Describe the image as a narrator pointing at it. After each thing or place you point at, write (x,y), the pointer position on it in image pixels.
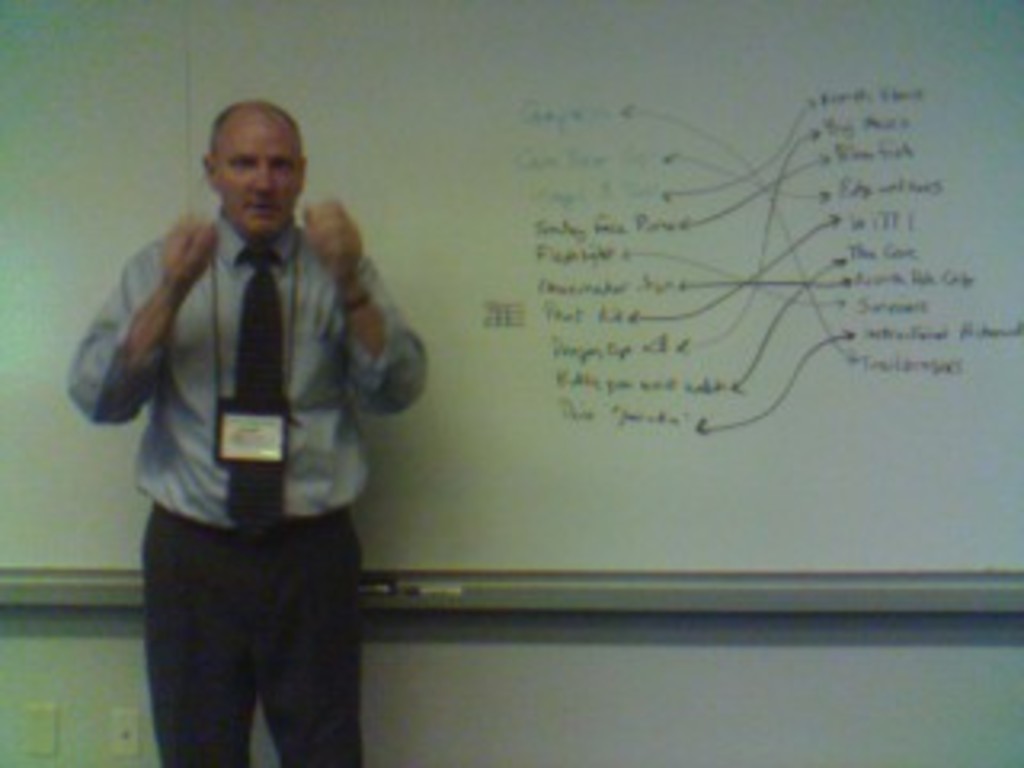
This is a blur image I can see a person (210,170) standing and wearing a tag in his neck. I can see a board (413,491) beside him with some text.
